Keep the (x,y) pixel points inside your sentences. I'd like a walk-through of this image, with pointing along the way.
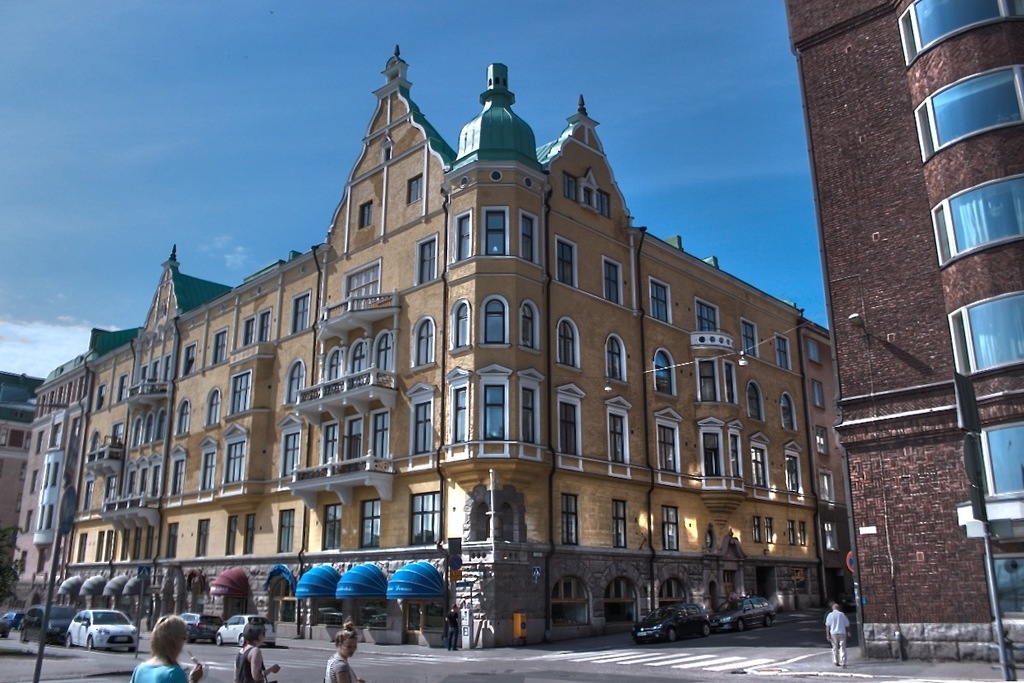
In this picture I can see few persons (458,616) and vehicles (71,633) at the bottom (351,651), in the middle (609,246) there are buildings (544,431), at the top (222,173) I can see the sky (243,187).
